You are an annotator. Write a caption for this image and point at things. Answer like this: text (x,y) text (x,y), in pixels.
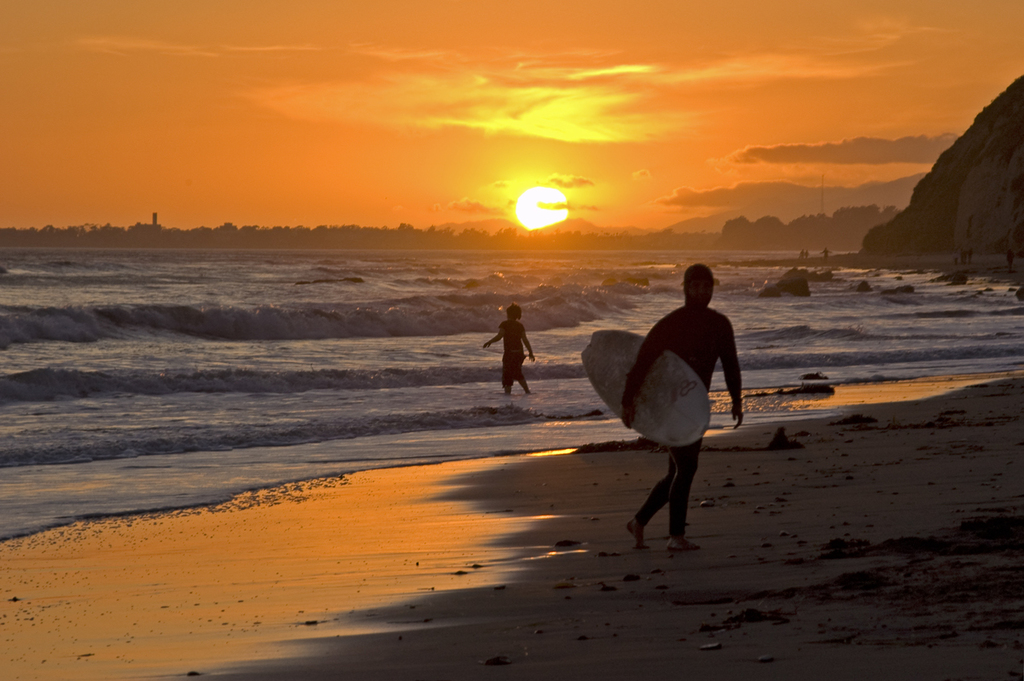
In this picture we can see two persons (665,323) where one person (522,329) is in water (479,379) and other person (725,344) carrying surfboard (658,369) with him and walking and in background (164,223) we can see trees (371,232), sky (538,59) with clouds (752,163), mountains (983,130).
